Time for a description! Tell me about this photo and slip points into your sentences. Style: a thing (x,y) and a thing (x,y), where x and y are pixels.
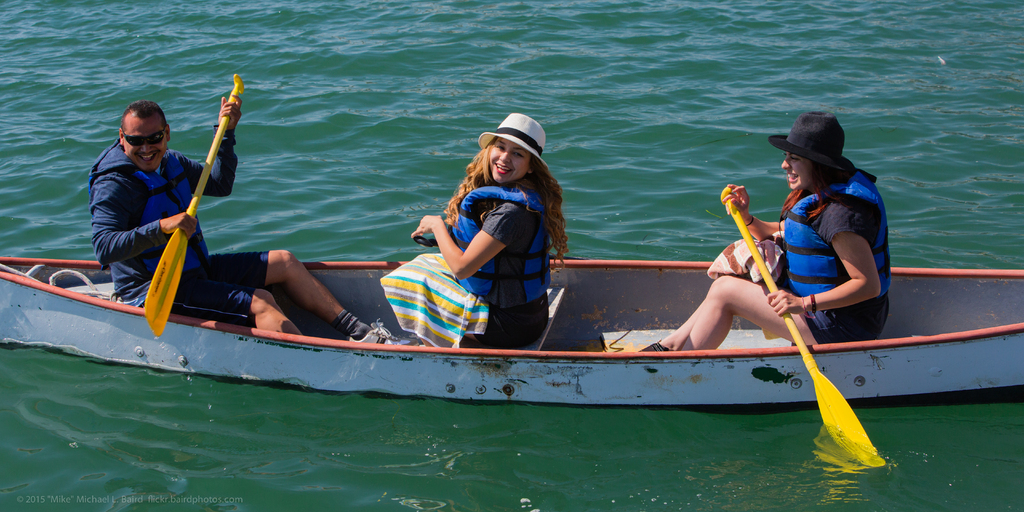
In this image I can see there are three persons (130,275) sitting on boat (85,264) and they are smiling and two persons (99,199) holding a yellow color rower sticks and boat (413,390) is visible on the lake (585,118).
